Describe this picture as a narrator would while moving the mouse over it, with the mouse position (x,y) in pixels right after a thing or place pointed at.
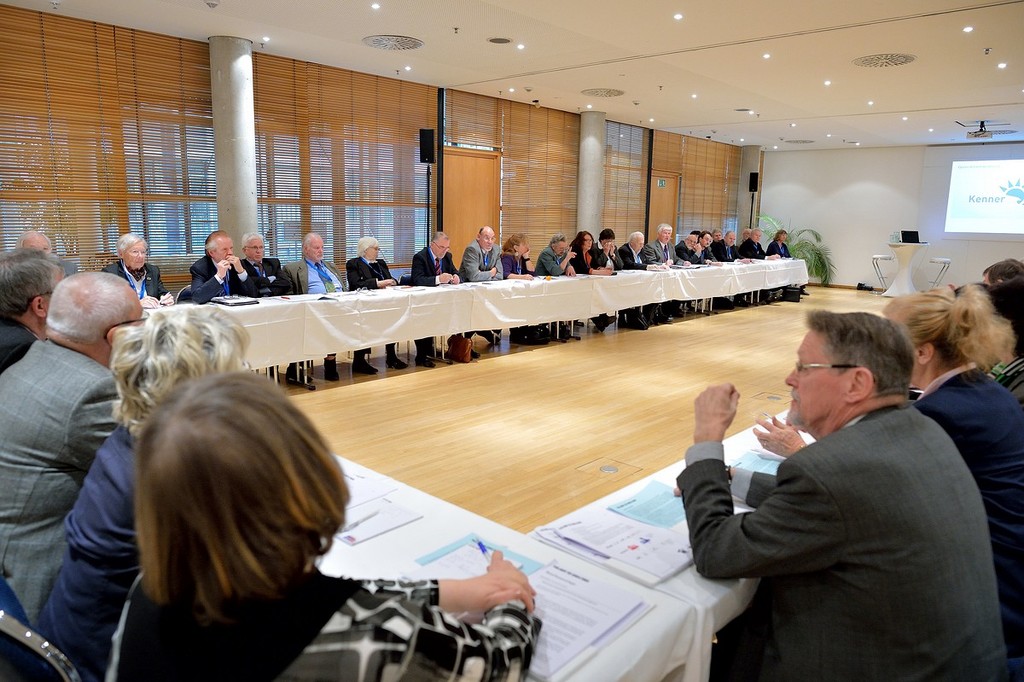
In this image I can see there are many people (305,642) sitting on the chairs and there is a table (509,538) in front of them and there are few papers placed on the table (560,556). There is a screen (998,188) at right side (993,169) and there is a projector (970,134) attached to the ceiling (505,44) and there is a window (264,127) at left side (317,129) and there is a curtain (546,136) at left side (327,144).
